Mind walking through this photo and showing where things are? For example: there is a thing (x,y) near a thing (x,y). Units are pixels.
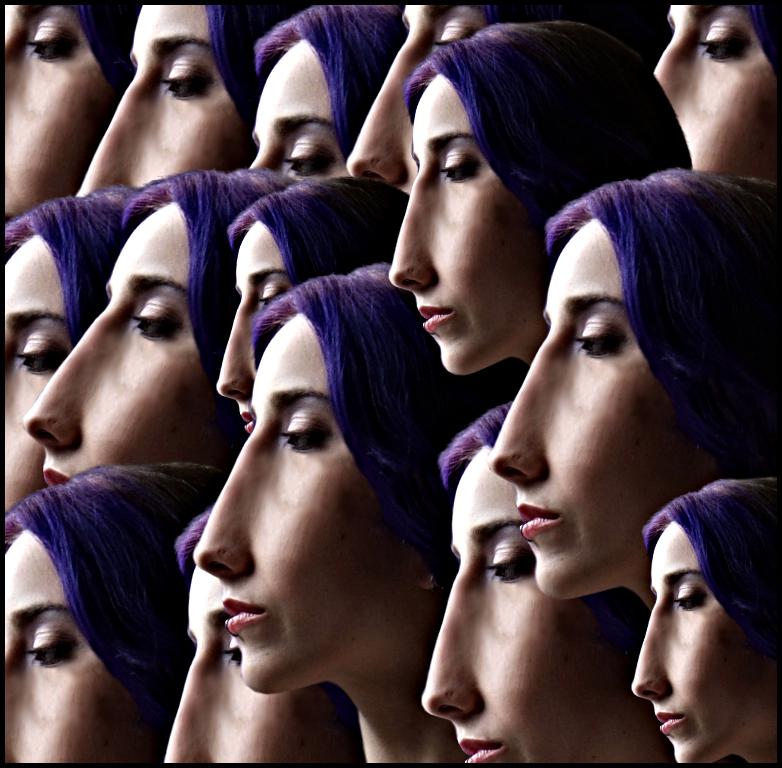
This looks like an edited image. I can see a person's face (196,372) with hair (661,218).
